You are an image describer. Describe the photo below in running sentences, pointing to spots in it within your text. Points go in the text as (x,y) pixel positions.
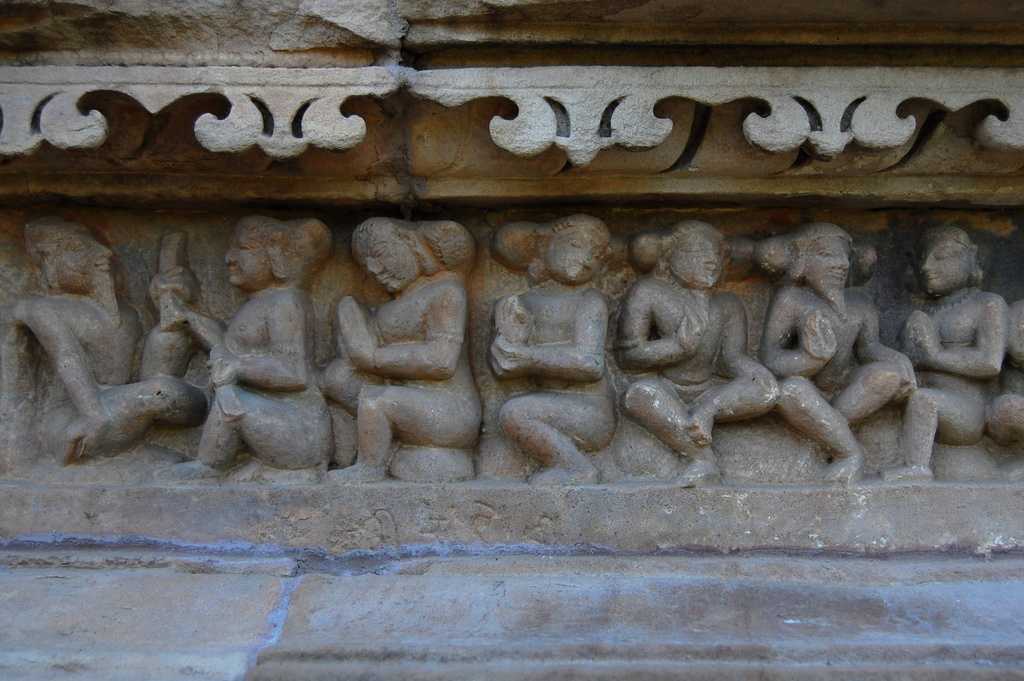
In this image in the center (526,314) there are some sculptures (792,269), and in the background (744,304) it looks like a wall (520,609).
